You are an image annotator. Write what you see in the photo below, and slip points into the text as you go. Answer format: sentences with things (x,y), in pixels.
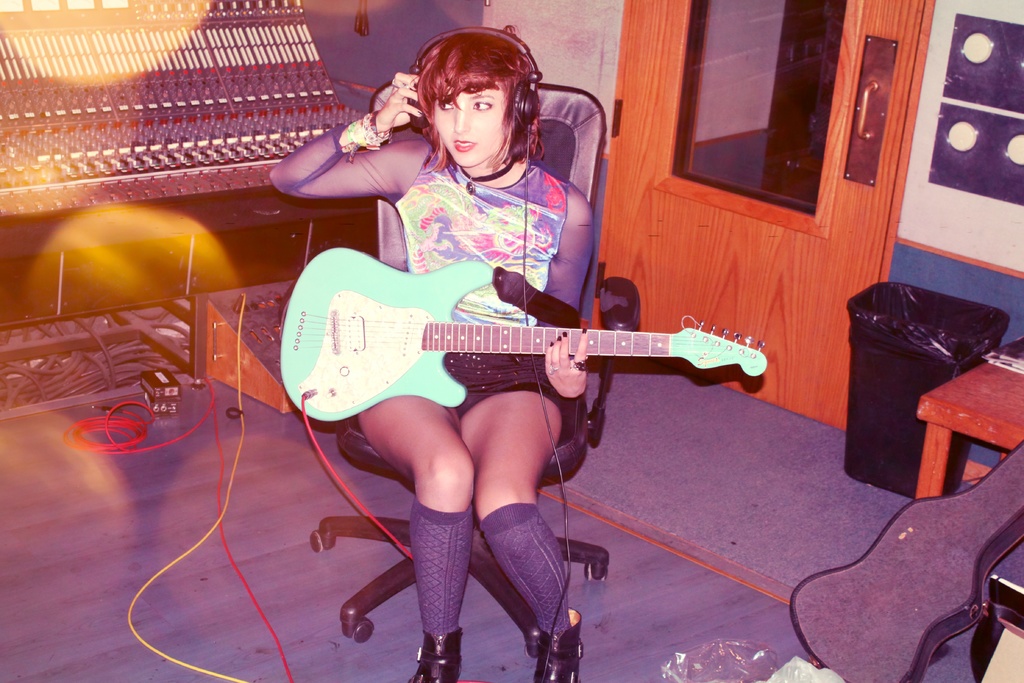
In this image i can see a woman (554,243) sitting in a chair (590,431) holding a guitar (462,342), at the back ground (620,225) i can see a wooden door (635,148), a wall (552,54), and a table (967,431).
